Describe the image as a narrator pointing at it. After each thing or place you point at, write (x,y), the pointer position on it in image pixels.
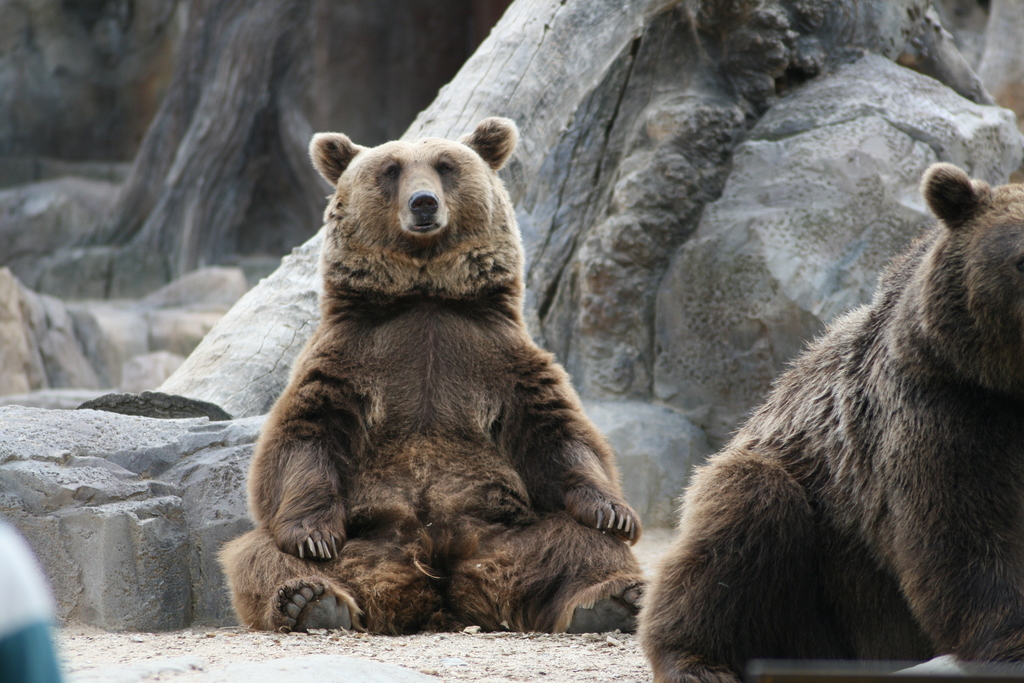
It is a bear (514,381) which is in brown color, behind this there are stones (745,177). On the right side (880,512) there is another bear (867,514).
